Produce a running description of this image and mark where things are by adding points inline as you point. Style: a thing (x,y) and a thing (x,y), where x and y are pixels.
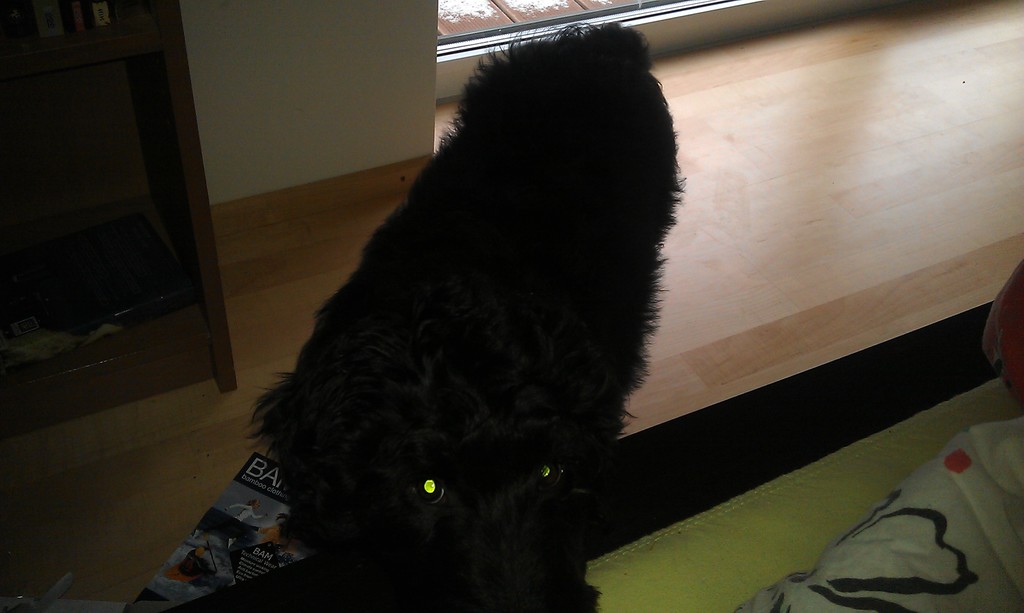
In this image, in the foreground (542,55) i can see a black color animal (653,86) and on the left side (93,128) we can see the table (98,106).
